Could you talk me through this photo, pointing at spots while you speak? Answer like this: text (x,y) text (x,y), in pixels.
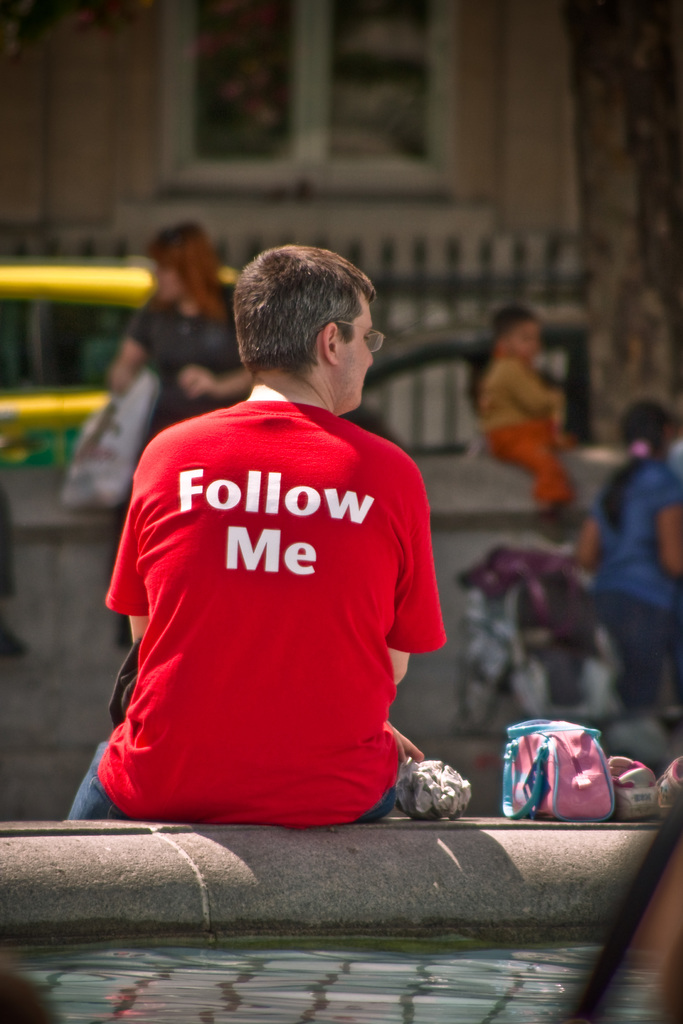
In this image I see a man (373,501) who is sitting and I see that he is wearing red color t-shirt (289,600) and I see 2 words (263,562) written on it and I see few things (532,796) over here. In the background (365,171) I see few more people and I see that it is blurred and I see the windows (355,62) over here.
